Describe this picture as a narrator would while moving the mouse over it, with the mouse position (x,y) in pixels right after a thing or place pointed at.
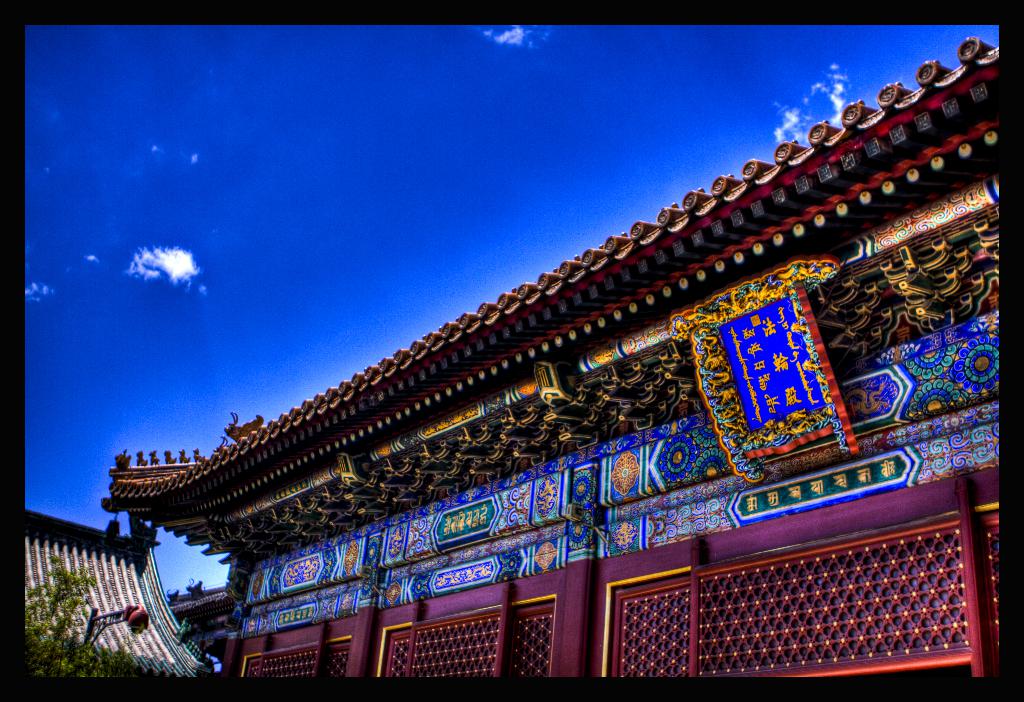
In this image there are buildings (435,555), trees (103,659) and sky (212,233).
